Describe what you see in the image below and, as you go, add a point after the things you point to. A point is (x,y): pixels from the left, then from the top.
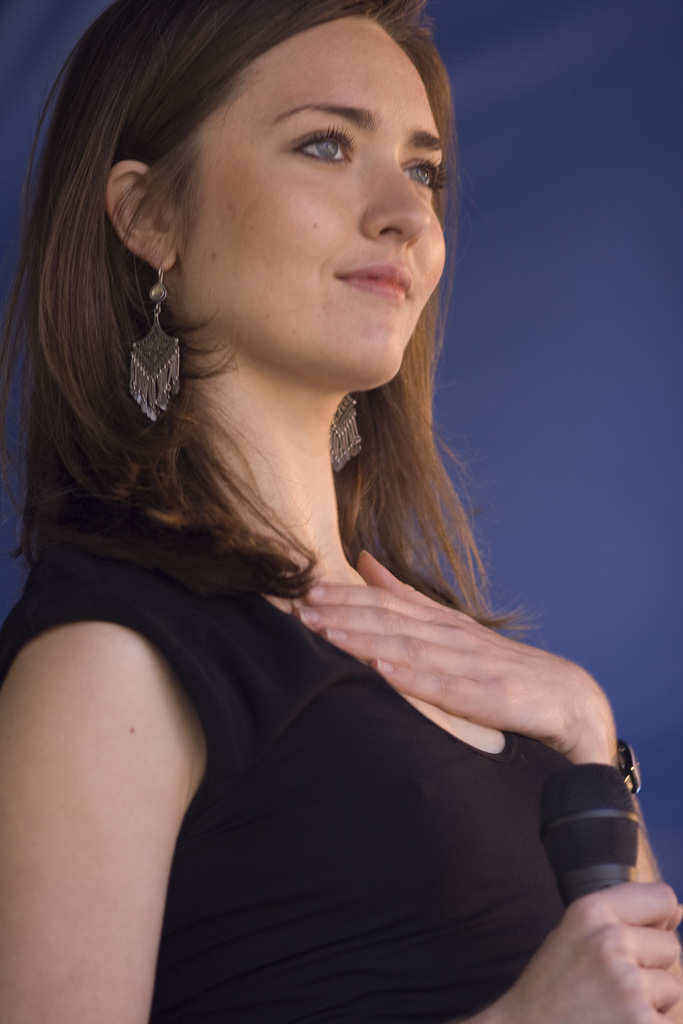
In this image i can see a woman (222,570) wearing a black color dress (301,889) and holding a mike (602,854) and wearing a design ear rings (145,385).
